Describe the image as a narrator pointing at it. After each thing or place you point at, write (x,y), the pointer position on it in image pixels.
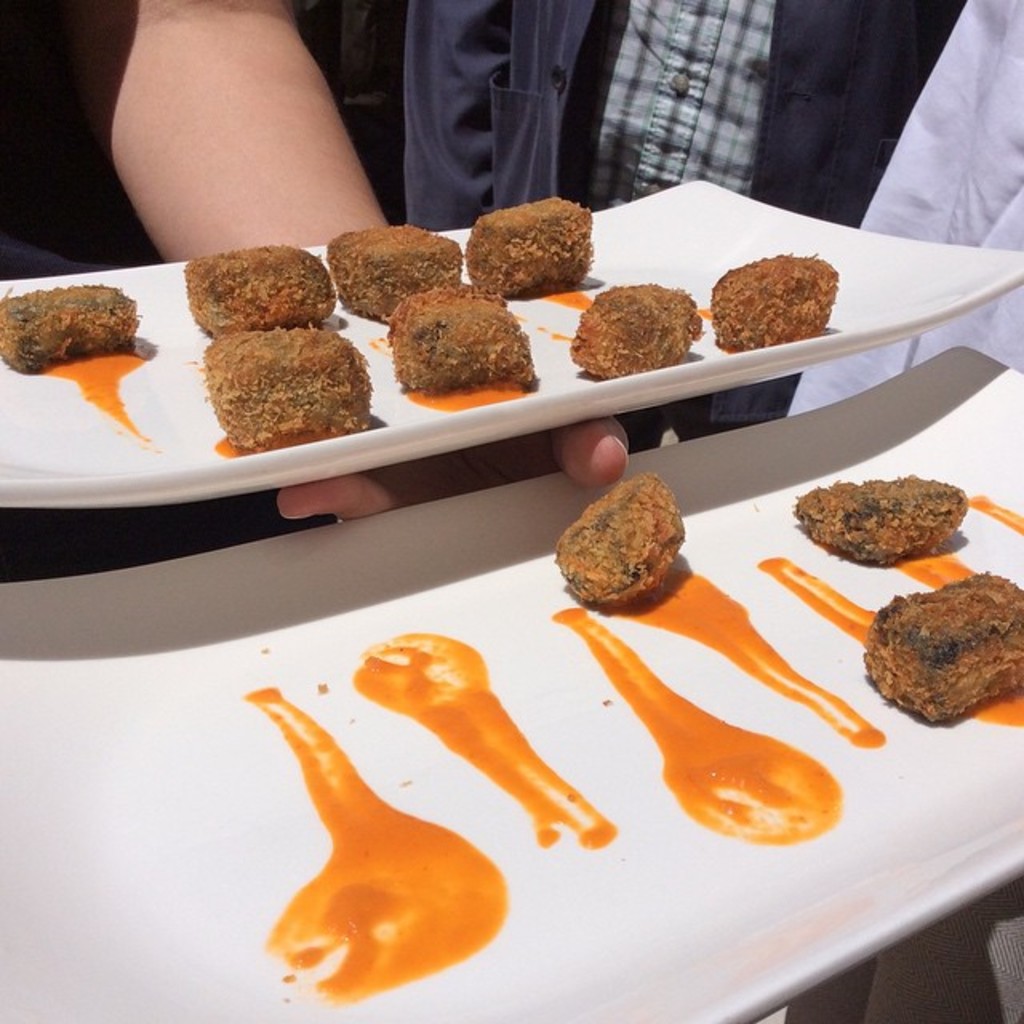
In this picture we can see people (750,184) holding white plates (967,469) with brown food balls (269,439) and sauces (789,568) on them.
